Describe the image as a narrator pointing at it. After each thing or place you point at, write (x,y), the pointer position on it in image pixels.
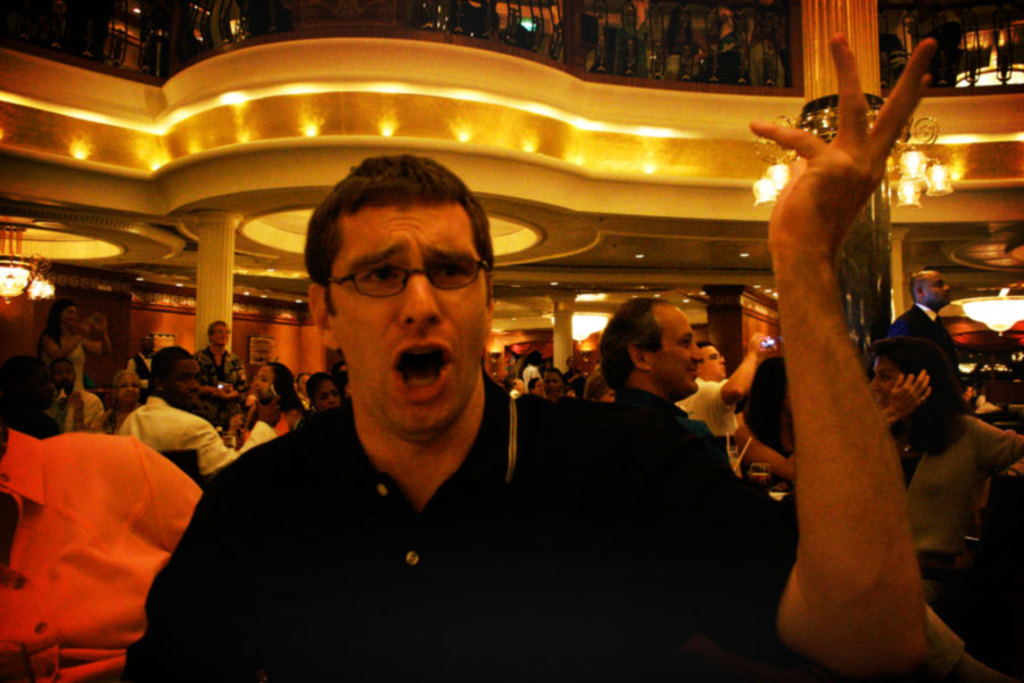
In this image I can see inside view of building (684,252) and I can also see number of people (426,388). In the front (414,324) I can see a man (249,656) is wearing a specs (374,286). In the background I can see number of lights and on the top side of the image (160,30) I can see few railings (160,39).
